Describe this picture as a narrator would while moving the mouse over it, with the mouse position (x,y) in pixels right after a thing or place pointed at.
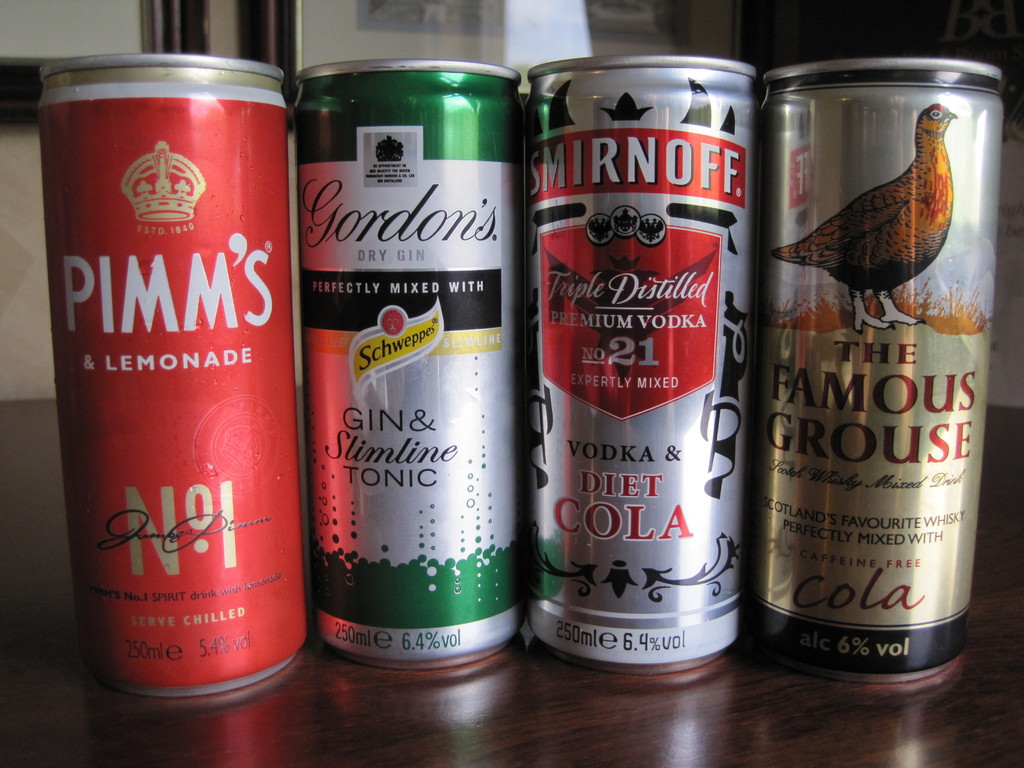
In this image we can see four things (729,542) on a platform (628,691). On the things (374,452) we can see picture (844,266) of a bird (903,322) and something is written on it.
